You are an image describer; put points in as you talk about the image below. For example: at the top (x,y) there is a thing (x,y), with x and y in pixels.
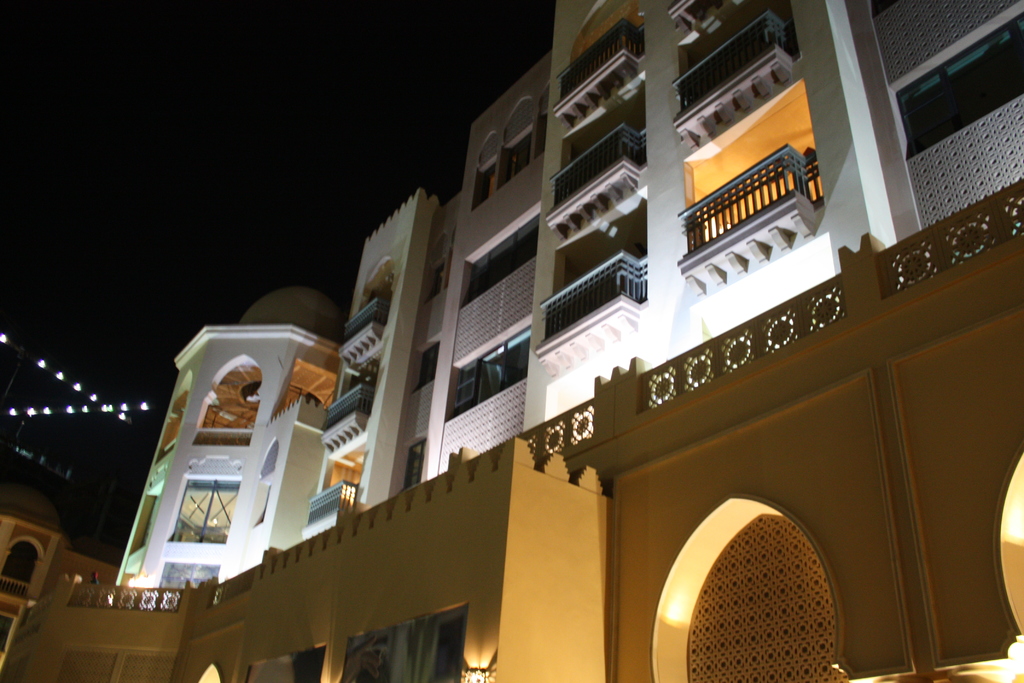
In the picture I can see buildings (472,414), I can see the lights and the dark sky (281,209) in the background (181,234).
